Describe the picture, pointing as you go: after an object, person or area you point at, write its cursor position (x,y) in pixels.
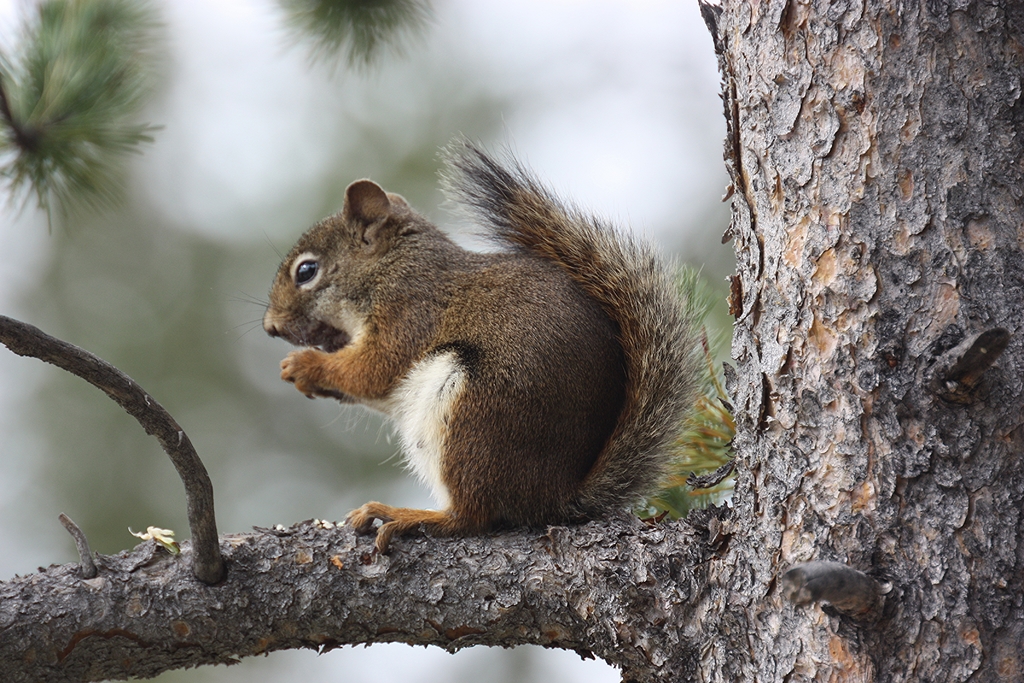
In this image there is a squirrel (525,418) which is sitting on the tree stem (337,587). At the top (50,86) there are green leaves (48,78).
